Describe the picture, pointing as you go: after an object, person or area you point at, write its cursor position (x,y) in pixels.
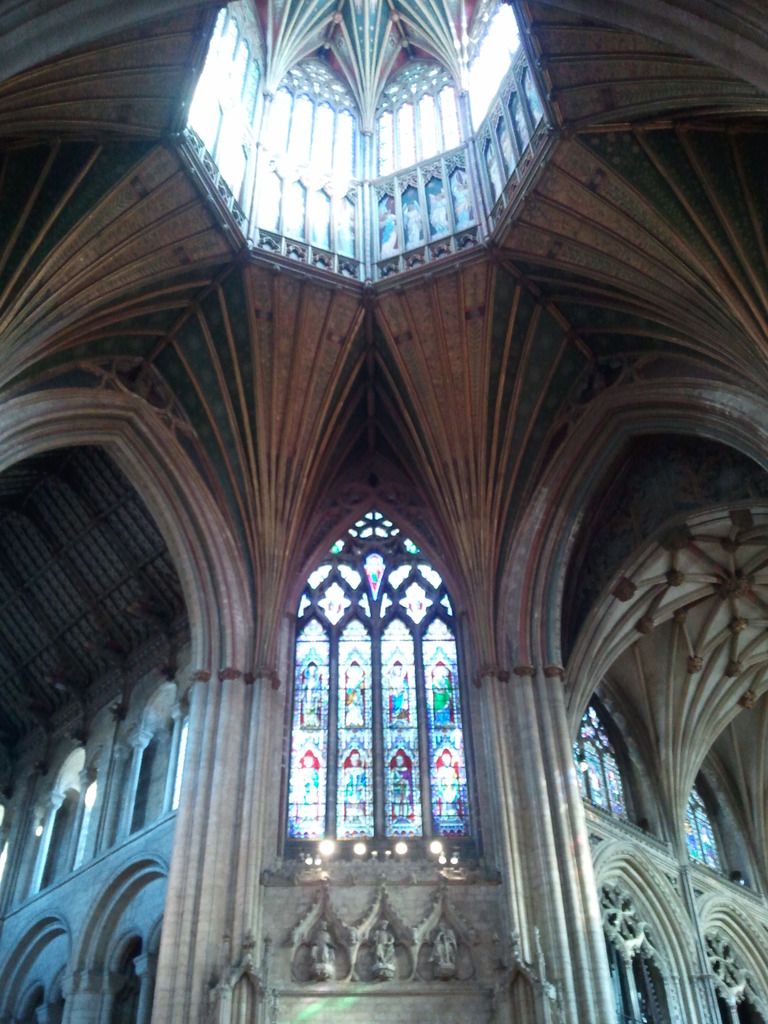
This is a internal structure of a building (248,499) and these are the glasses (324,683).
